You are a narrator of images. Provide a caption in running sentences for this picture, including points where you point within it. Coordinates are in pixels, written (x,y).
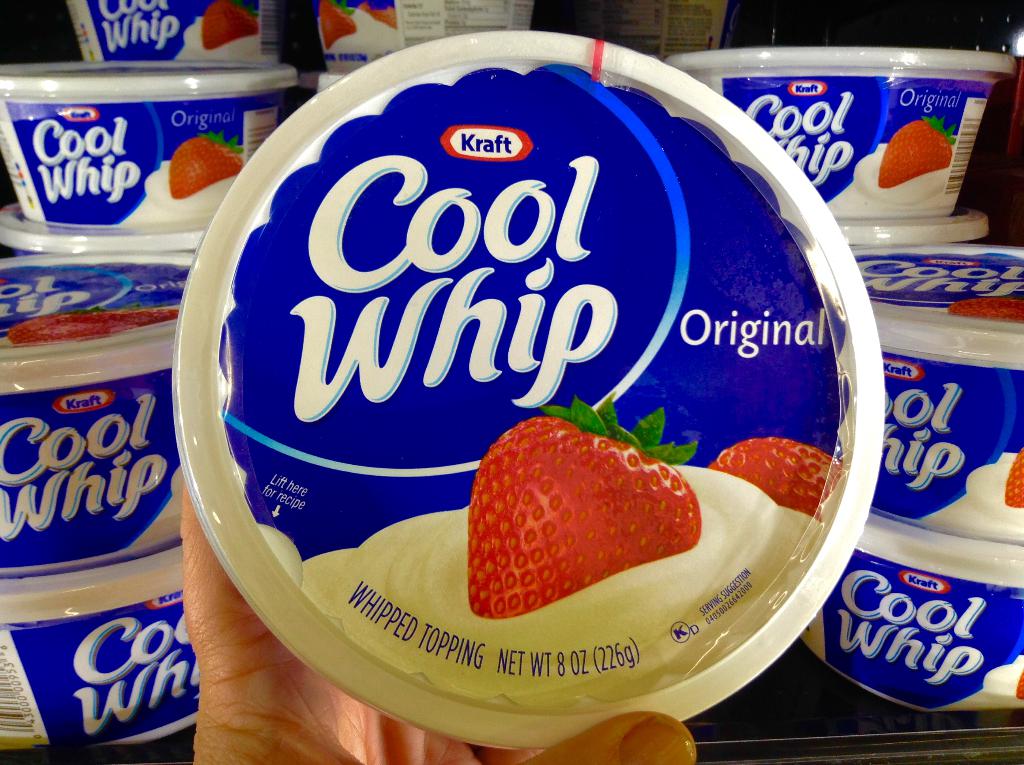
There is a person (622,756) holding a cup (823,459). In the background (859,107), there are cups (104,364) arranged on the table (847,723). And the background (874,18) is dark in color.
